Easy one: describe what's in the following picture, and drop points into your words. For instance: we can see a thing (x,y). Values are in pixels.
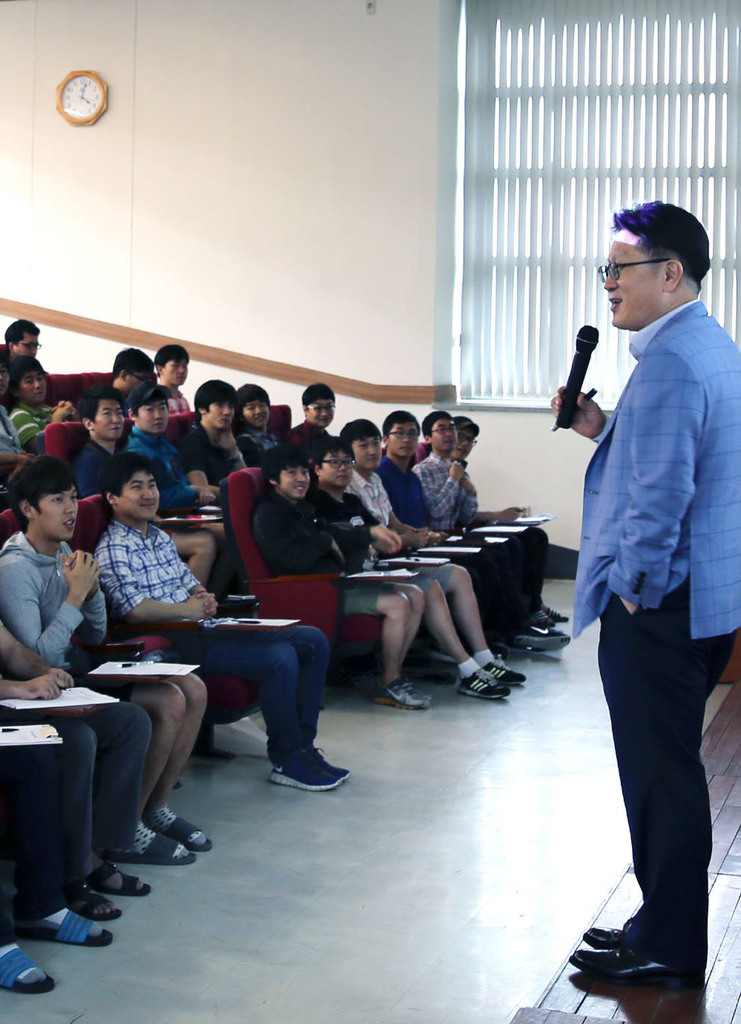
In this image on the left side (191,496) there are persons (154,495) sitting and smiling. On the right side (633,540) there is a person (641,544) standing and holding a mic (562,407) and speaking. In the background (249,185) there is a clock (92,101) on the wall (139,143) and there is a window (564,223).
